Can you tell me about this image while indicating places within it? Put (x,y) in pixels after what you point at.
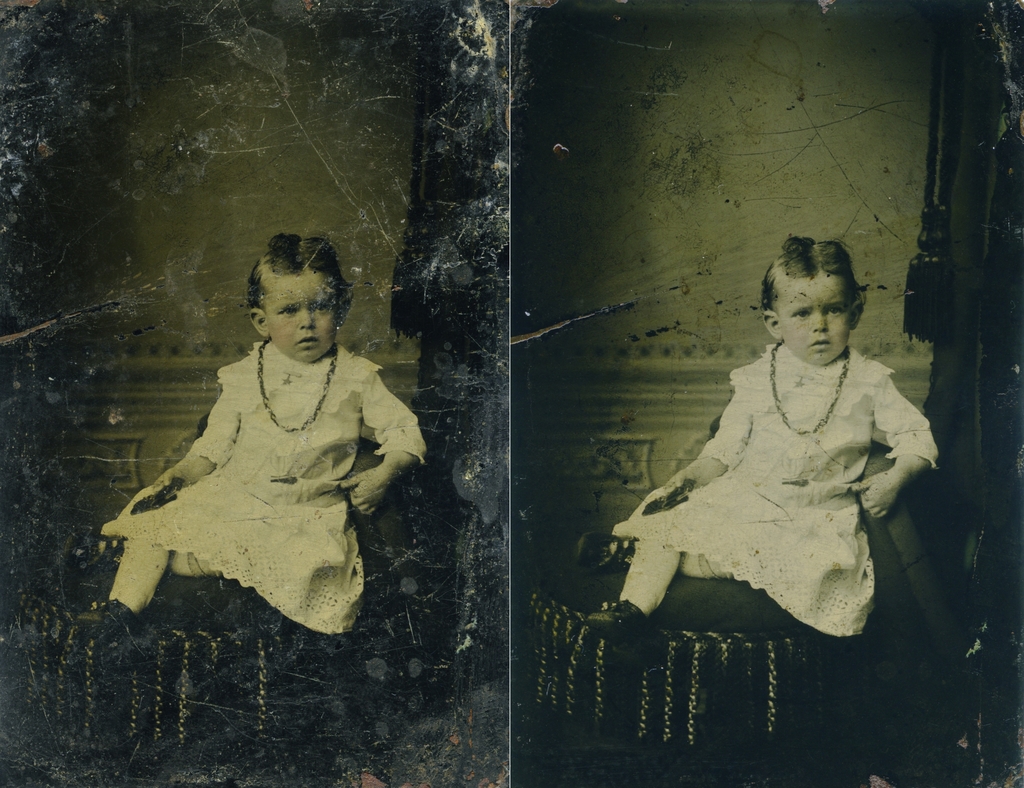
There are 2 images which are similar. A child (299,444) is sitting wearing a white dress (269,465) and a chain (292,431).
